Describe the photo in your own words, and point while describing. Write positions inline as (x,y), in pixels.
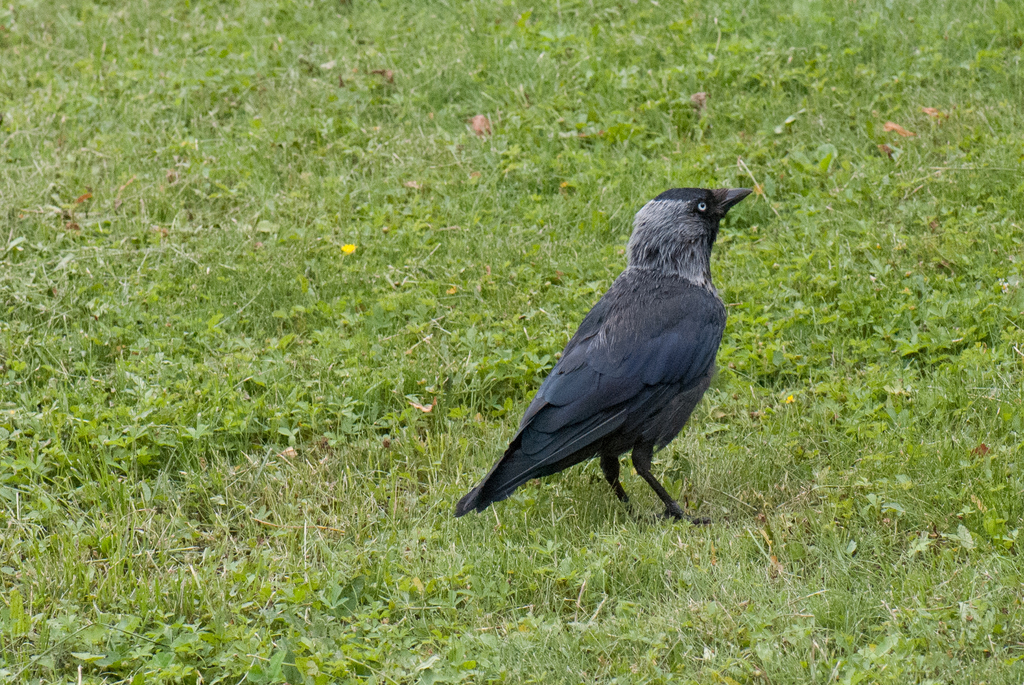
In this picture there is a crow (524,417) which is standing on the ground (700,559), besides the crow (673,402) I can see the green grass (921,453) and leaves (936,309).
